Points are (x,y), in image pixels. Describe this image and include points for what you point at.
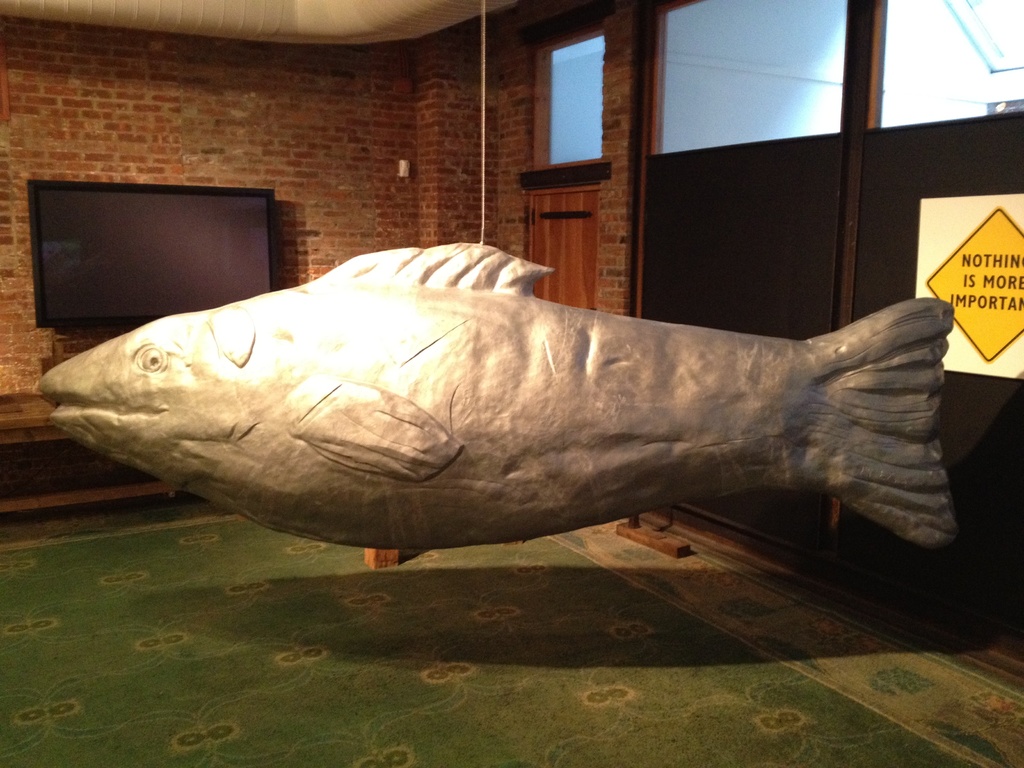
In this picture I can see the inside of a room (126,42) and in the middle of this picture (410,286) I see the depiction of a fish (757,439). On the right side of this image (941,231) I see a sticker (973,242) on which there is something written. In the background (546,185) I see the wall (228,164) on which there is a TV (80,200) and on the top of this image (569,73) I see the blue color things (669,64).
